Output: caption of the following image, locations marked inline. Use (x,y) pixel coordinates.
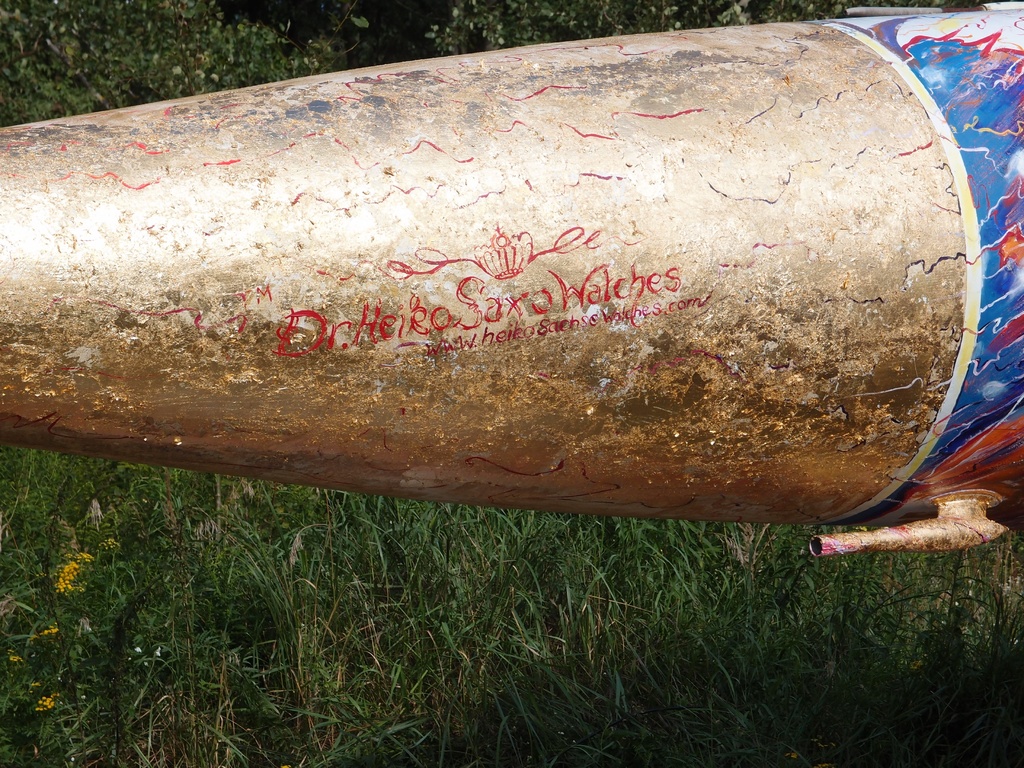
In the center of the image (515,272) we can see a rocket (378,363). In the background (419,600) there is a grass (449,673).
